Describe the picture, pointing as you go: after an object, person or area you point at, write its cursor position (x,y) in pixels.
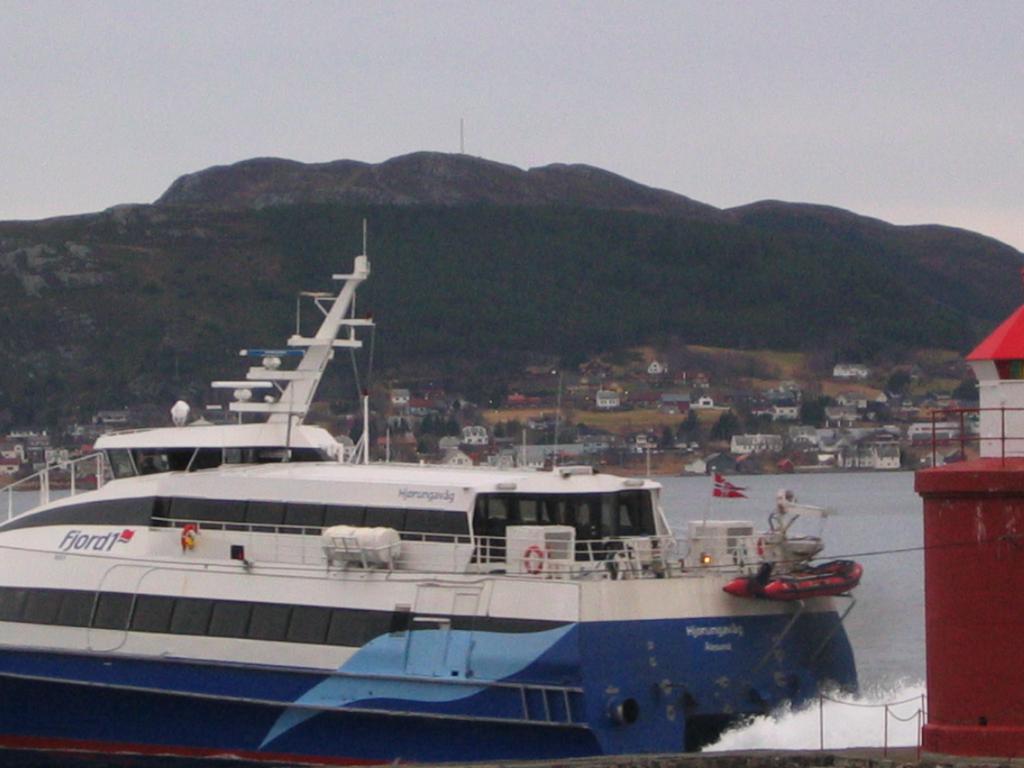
In this picture I can see there is a yacht (525,603) and it has few windows (325,619) and there is water (871,571) here and there is a red color building (946,738) on to right side (1007,425). In the backdrop (600,228) there is a mountain (435,236) and it is covered with trees (555,268) and there are few buildings (688,393) and the sky (635,89) is clear.
